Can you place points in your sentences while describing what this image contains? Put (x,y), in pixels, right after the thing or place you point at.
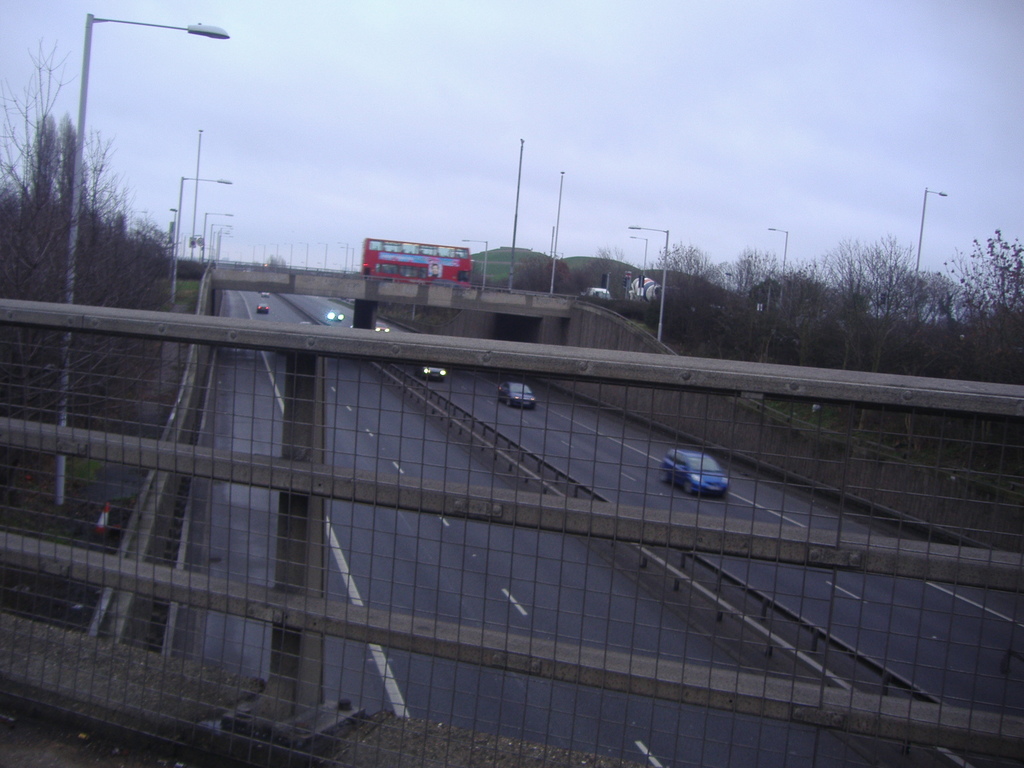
In this image, we can see some vehicles (517,407), trees (131,261), poles (662,308). We can see the ground (116,751) and the fence (818,375). We can also see a red colored object (430,258). We can see some grass (494,266) and the sky (498,118). We can also see some mountains (531,258).
